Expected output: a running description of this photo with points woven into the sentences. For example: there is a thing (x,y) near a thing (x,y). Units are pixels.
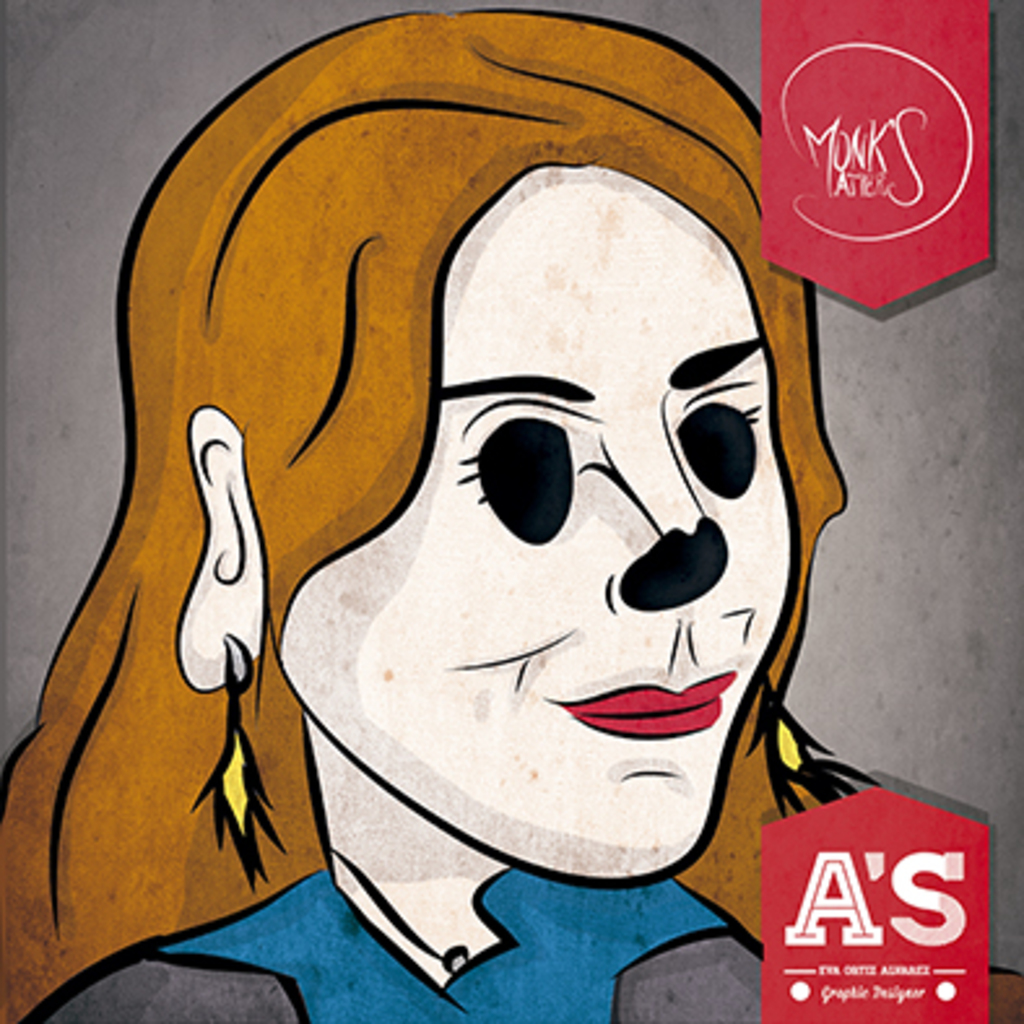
In this image I can see the painting (421,566) of the person (452,466) and the person (485,593) is having the blue and grey color dress (200,973). And there is an ash color background (103,330).
